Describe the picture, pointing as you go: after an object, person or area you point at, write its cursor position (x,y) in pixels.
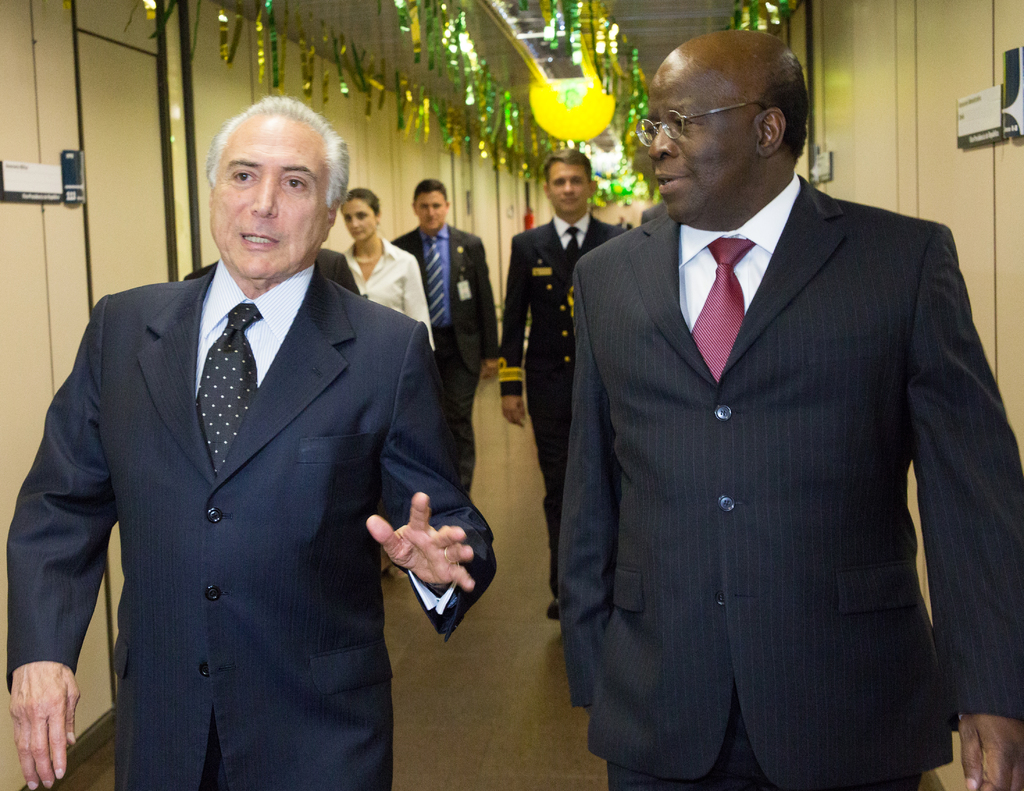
In this image on the right (780,383) there is a man (781,324), he wears a suit (788,293), shirt (781,220), trouser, he is walking. On the left (289,530) there is a man (344,435), he wears a suit (283,379), shirt (294,291), trouser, he is walking. In the middle (466,266) there is a man (466,266), he wears a suit (533,275), shirt (573,242), trouser (540,420), he is walking and there are three people (470,307), they are walking. In the background (419,88) there are lights (612,157), decorations (521,111), wall (427,161).
